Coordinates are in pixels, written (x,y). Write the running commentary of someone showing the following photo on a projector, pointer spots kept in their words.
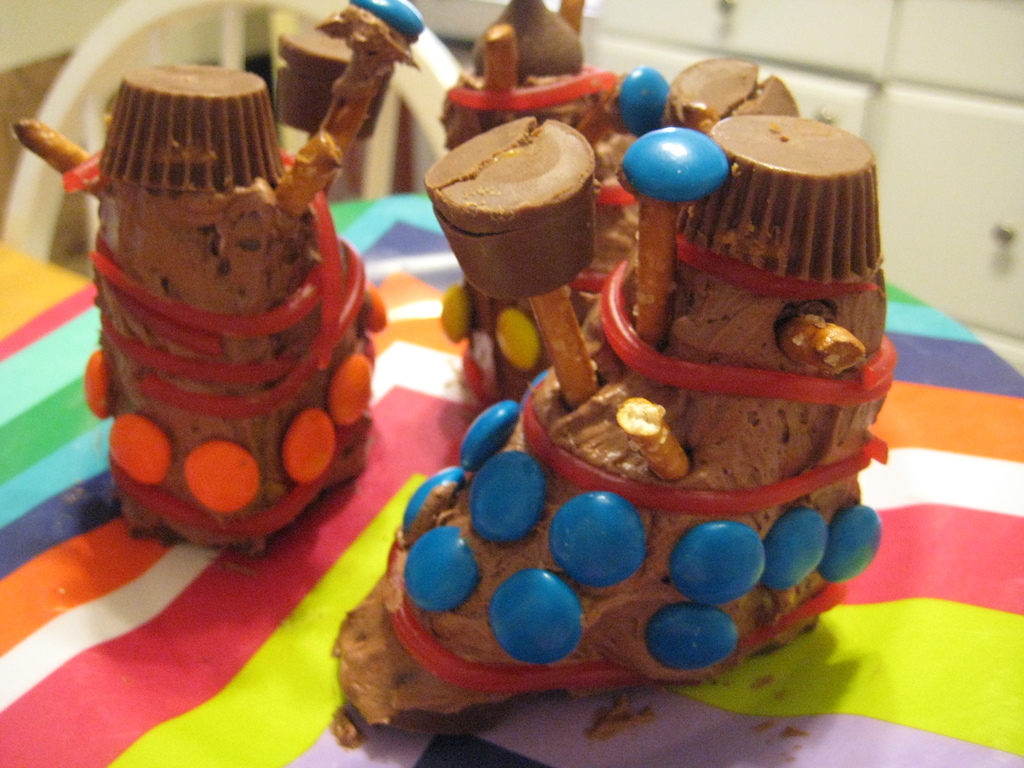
In the image in the center (419,418) we can see one table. On the table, we can see one cloth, chocolate cakes (499,568) and gems (600,535), which are in blue, yellow and orange color. In the background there is a wall (1,13) and chair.
